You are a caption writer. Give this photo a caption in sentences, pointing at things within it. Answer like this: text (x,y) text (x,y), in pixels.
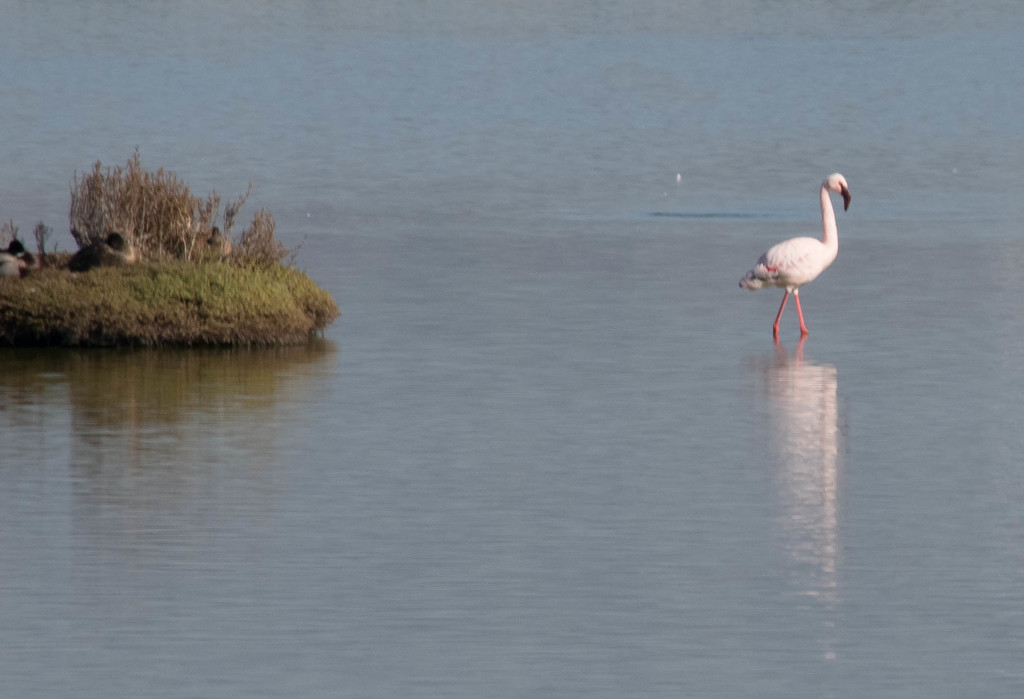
In this image we can see flamingo (809,262) in the water (676,397). On the left side (74,284) there's grass (111,269) on the ground (189,280). Also there are ducks (10,268).
